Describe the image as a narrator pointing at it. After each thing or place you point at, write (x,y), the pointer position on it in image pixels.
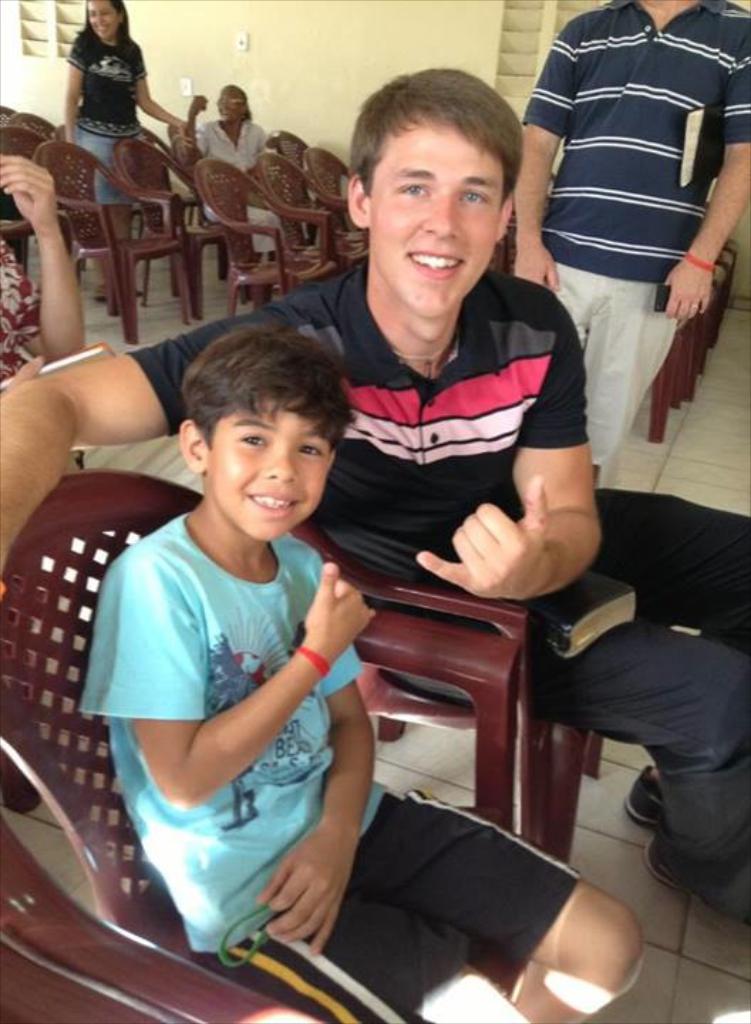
Here two boys (373,882) are sitting in the chairs (441,604) and smiling behind them there are chairs (149,181) and a girl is standing at there and a wall (311,88) at here.
